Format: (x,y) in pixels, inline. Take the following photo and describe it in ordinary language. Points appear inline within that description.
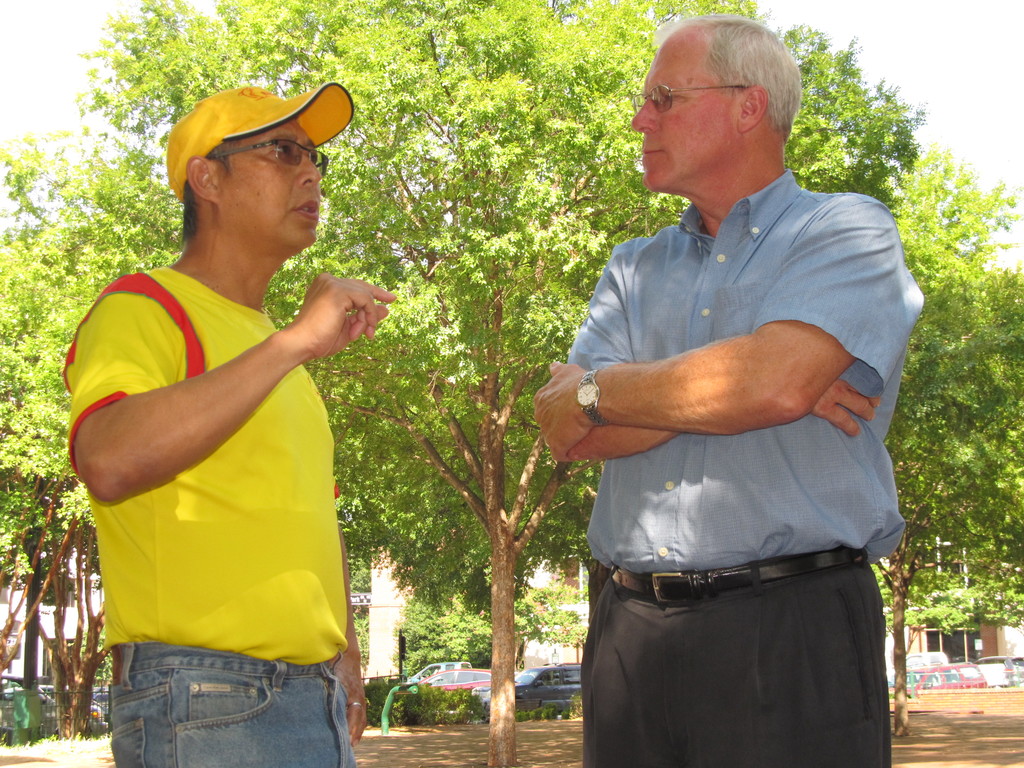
In this picture I can see there is a man (294,335) standing at the left side (259,272), he is wearing spectacles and a hat (295,111). There is a man (686,142) standing on the right side (703,152) and there are trees (515,616) in the backdrop (528,534), there is a building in the backdrop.
